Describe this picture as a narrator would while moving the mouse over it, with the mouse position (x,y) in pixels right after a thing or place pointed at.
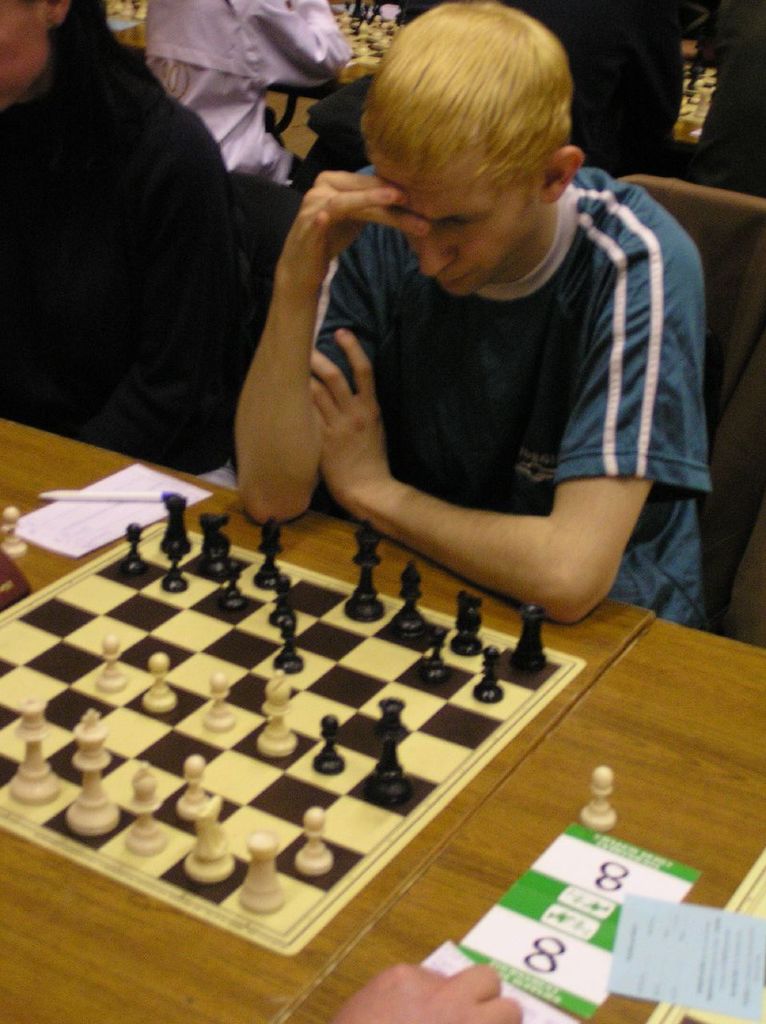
In this image i can see a person (567,279) is sitting on a chair (730,241) in front of a table (93,912). On the table (295,538) I can see there is a chess board (252,710) and other objects (594,804) on it.
